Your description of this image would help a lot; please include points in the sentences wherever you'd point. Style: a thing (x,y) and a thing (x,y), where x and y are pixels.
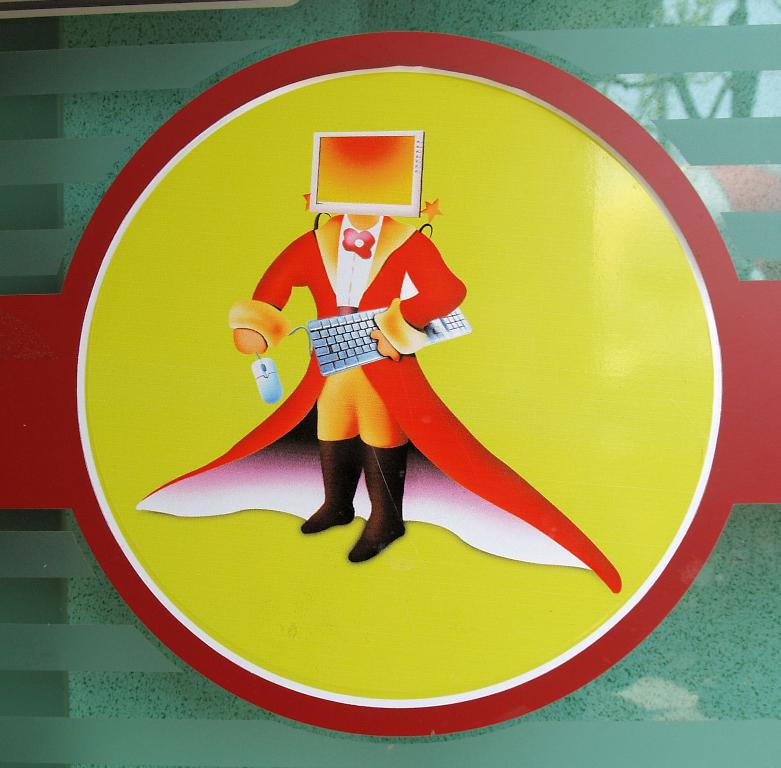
In this image I can see the cartoon person (194,485) and the person (455,444) is wearing red color dress (424,322) and the background (527,275) is in yellow, red and green color and the person (445,298) is holding a keyboard (313,339) and a mouse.
